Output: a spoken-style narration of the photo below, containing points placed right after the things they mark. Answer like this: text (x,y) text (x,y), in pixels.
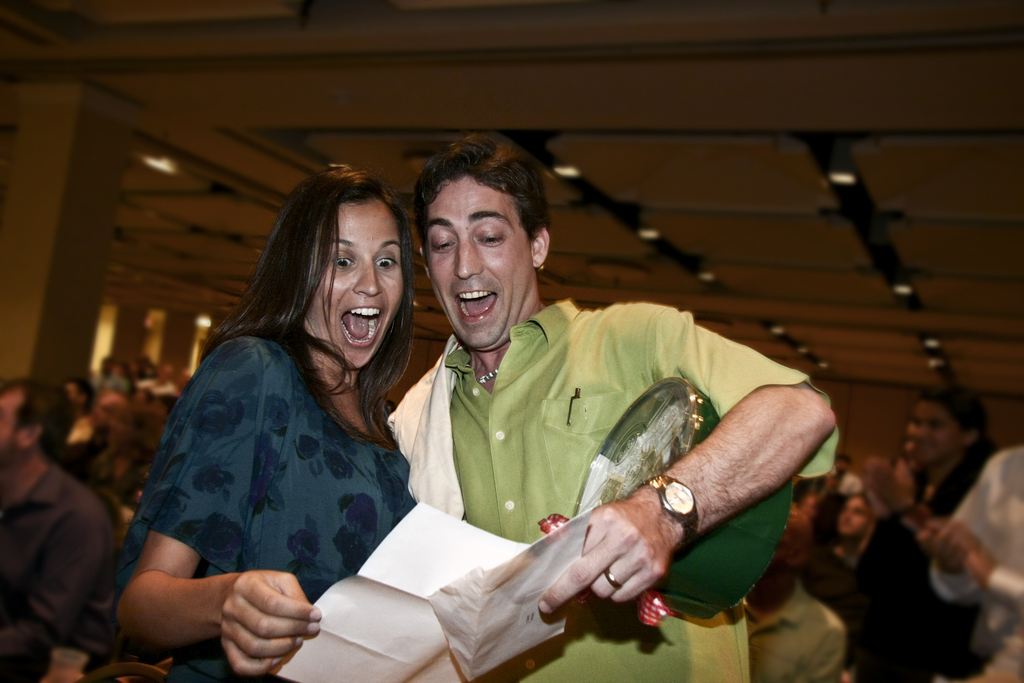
In this image, we can see a woman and man (464,437) are standing and holding some objects (724,534). Background (69,651) there is a blur view. Here we can see people (996,582), wall (858,416), pillar (83,266), ceiling (986,301) and lights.
